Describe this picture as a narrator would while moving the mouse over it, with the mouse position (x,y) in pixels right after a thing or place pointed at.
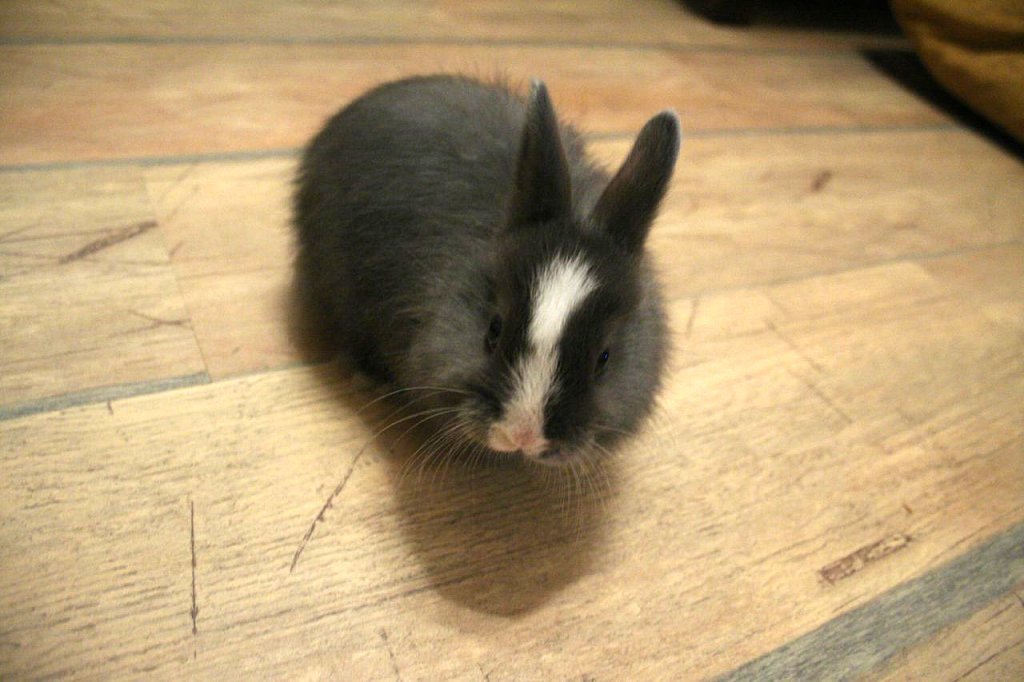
In the middle of this image (531,248), there is an animal (586,248) in the black and white color combination on a wooden surface (525,507). In the background (965,60), there is an object (952,73).
